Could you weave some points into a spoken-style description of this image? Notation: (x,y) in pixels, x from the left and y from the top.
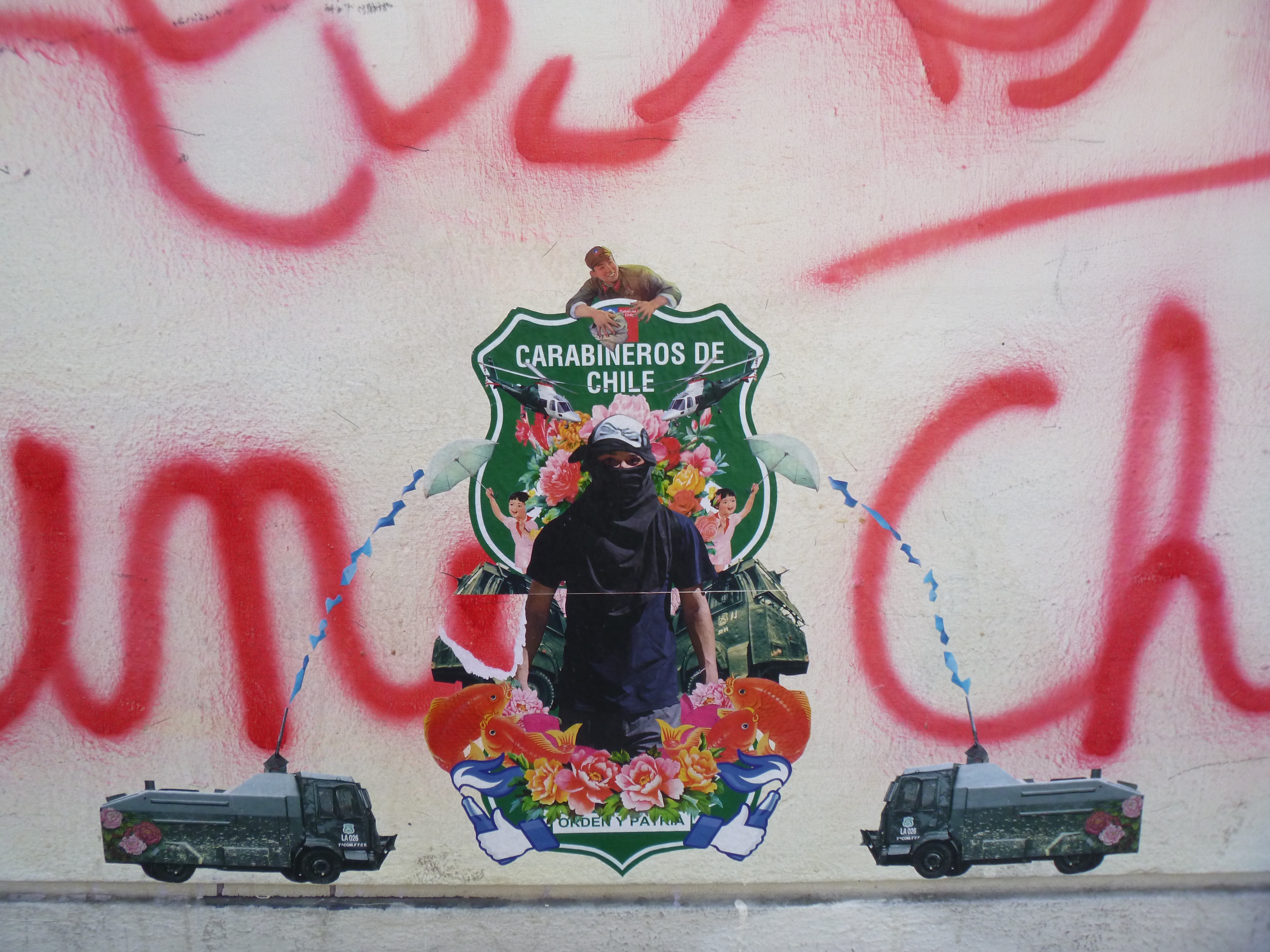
In this image there is a painting (675,462) on the wall (826,547) with pictures (639,504) of people (617,467), flowers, trucks (362,792) and text (878,674) on it.
